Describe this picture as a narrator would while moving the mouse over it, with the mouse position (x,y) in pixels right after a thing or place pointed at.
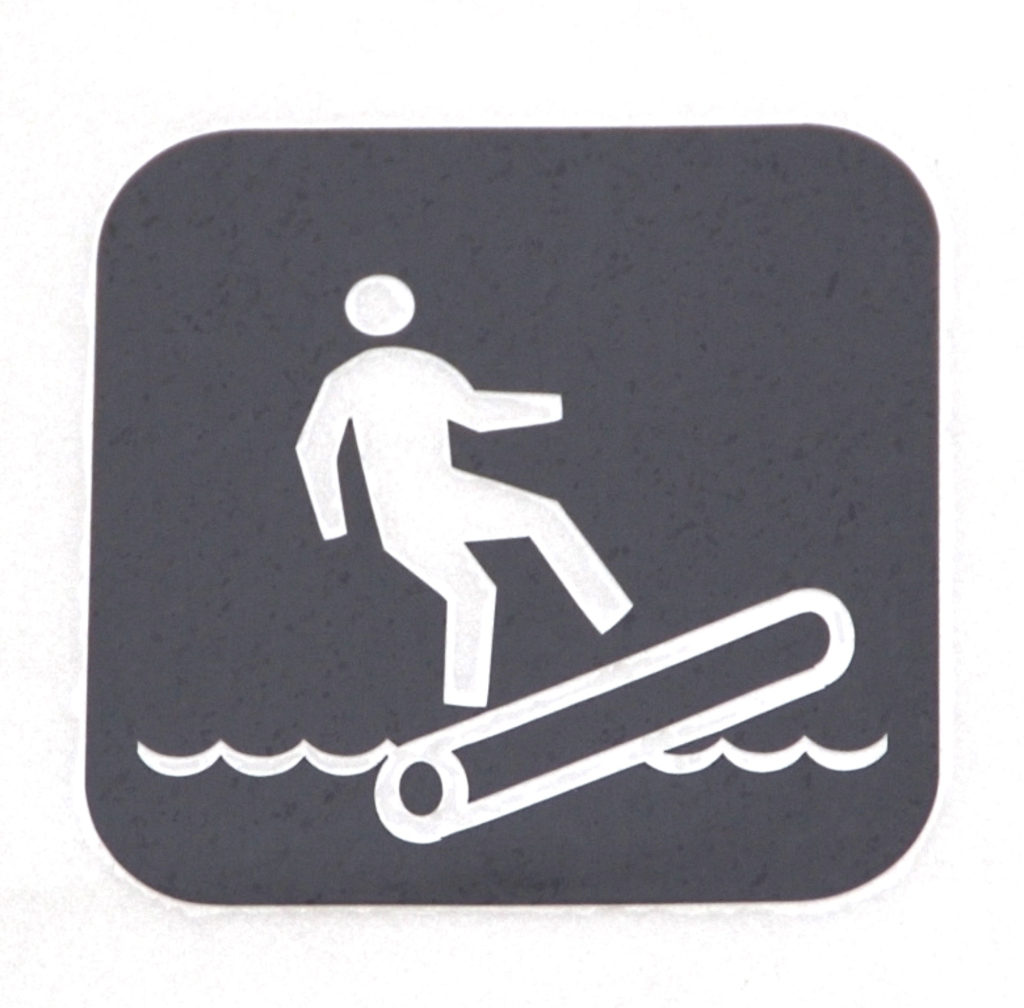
In this picture there is a painting (395,351) of a person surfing on the water (759,758). At the back (594,635) there is a grey color background (606,635).
